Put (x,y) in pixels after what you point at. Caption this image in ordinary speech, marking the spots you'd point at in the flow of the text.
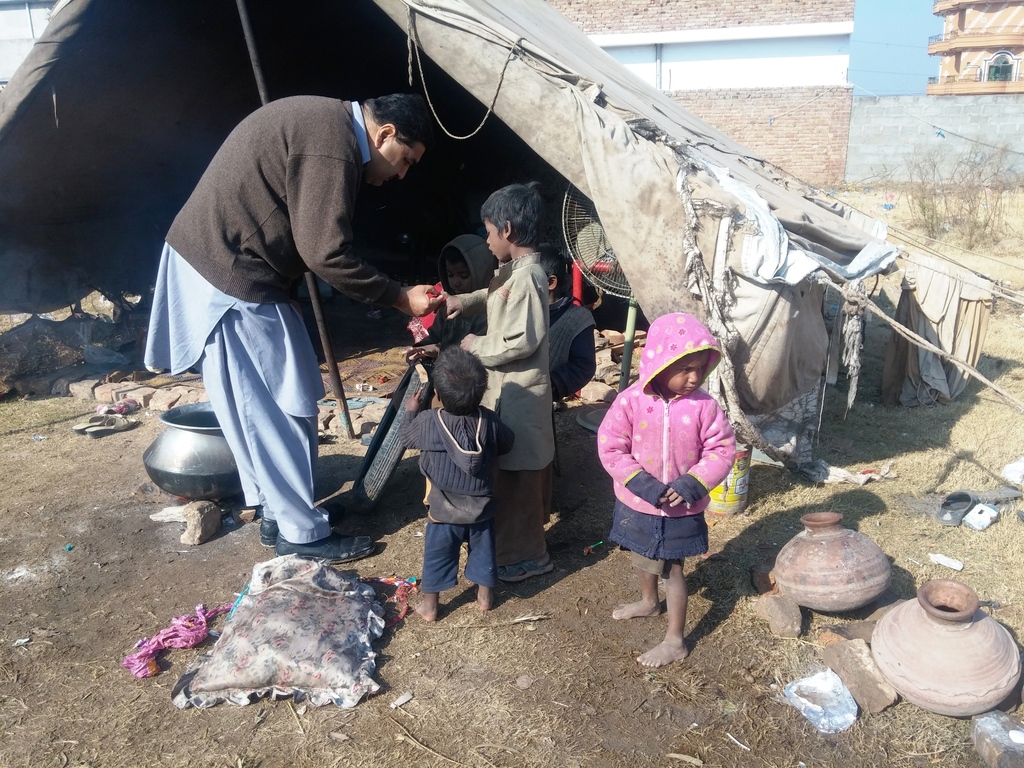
In this image in the center (423,305) there are persons (274,258) standing. In the background (271,38) there is tent (572,166) and there is a building (770,78) and on the ground (992,440) there are pots (813,606) and there is dry grass (975,440).
